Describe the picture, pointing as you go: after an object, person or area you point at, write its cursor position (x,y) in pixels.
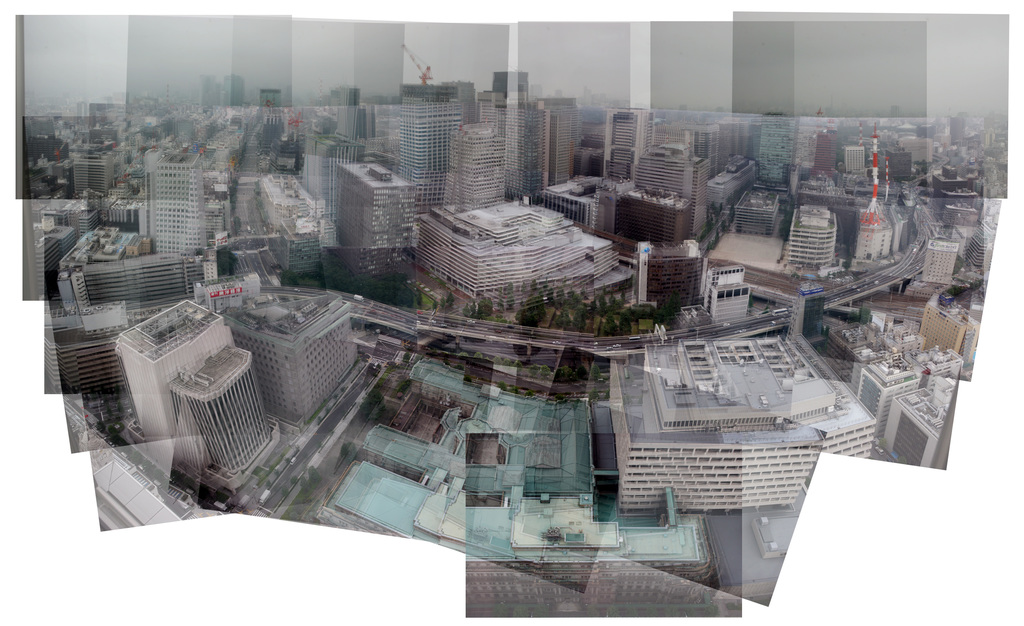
In this image we can see a complete view of the city (688,352) in which tall building (342,369), roads (560,380) and vehicles (779,308) are there.
